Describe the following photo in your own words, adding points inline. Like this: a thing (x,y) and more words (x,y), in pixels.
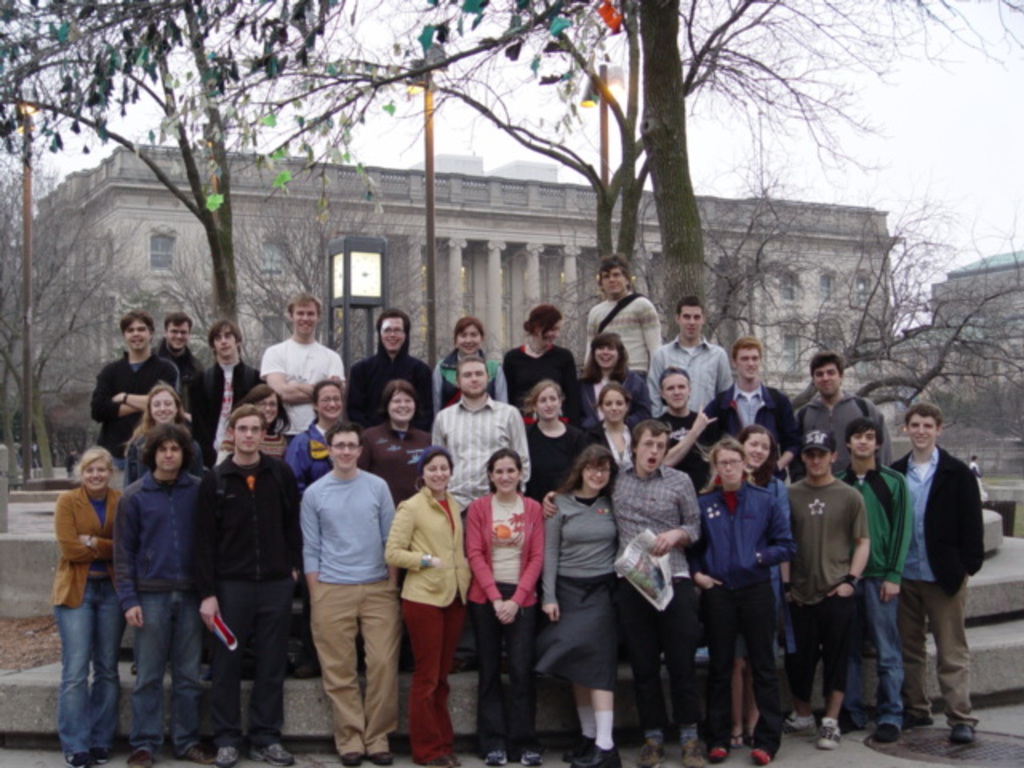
In front of the image there is a group of people (446,481) standing with a smile on their face (255,430), behind them there are stairs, concrete fences (44,538), trees (664,264), lamp posts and buildings (817,297).
